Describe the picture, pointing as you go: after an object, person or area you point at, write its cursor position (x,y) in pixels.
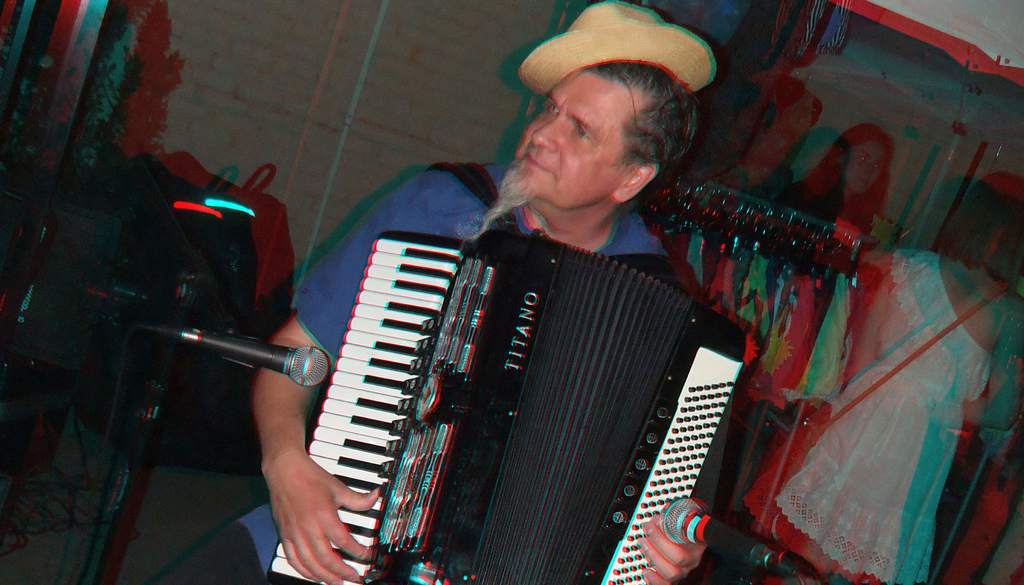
In this image there is a person (593,227) playing a musical instrument (547,349), in front of the person (614,216) there are mics (274,365), behind the person (321,336) there are clothes (783,272) on the hanger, behind the hanger (695,220) there is a wall (477,83).
